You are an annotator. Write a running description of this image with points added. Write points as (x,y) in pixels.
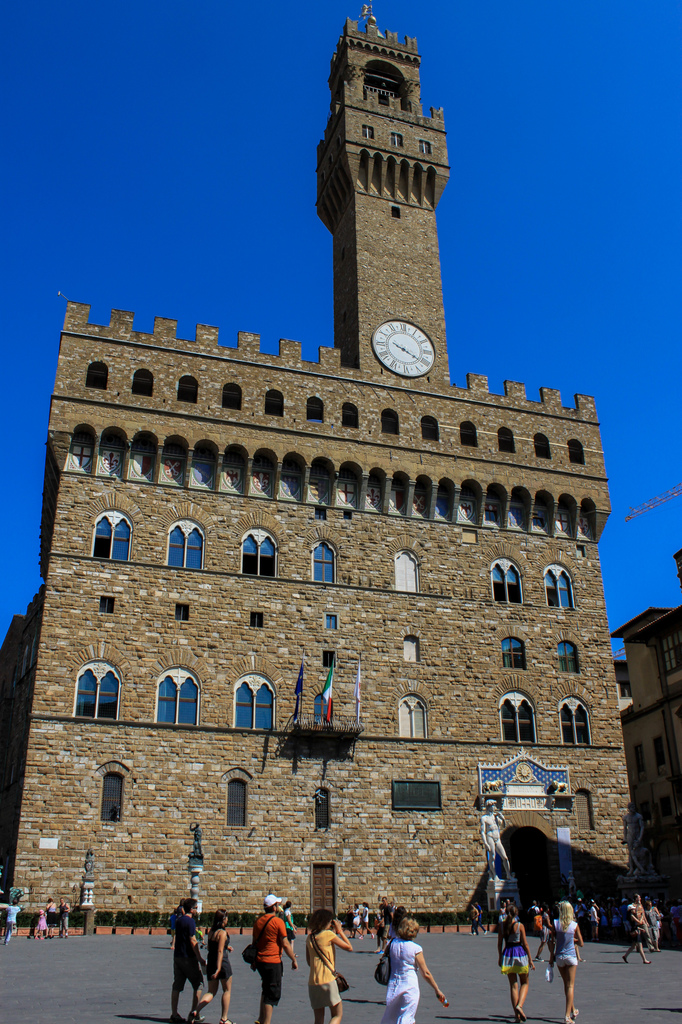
In this picture in the front (266,922) there are persons (560,953) walking. In the background (375,836) there are buildings (461,673), there are flags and there is a clock (404,363) on the wall (405,310) of the building (406,437) which is in the center (391,483).
